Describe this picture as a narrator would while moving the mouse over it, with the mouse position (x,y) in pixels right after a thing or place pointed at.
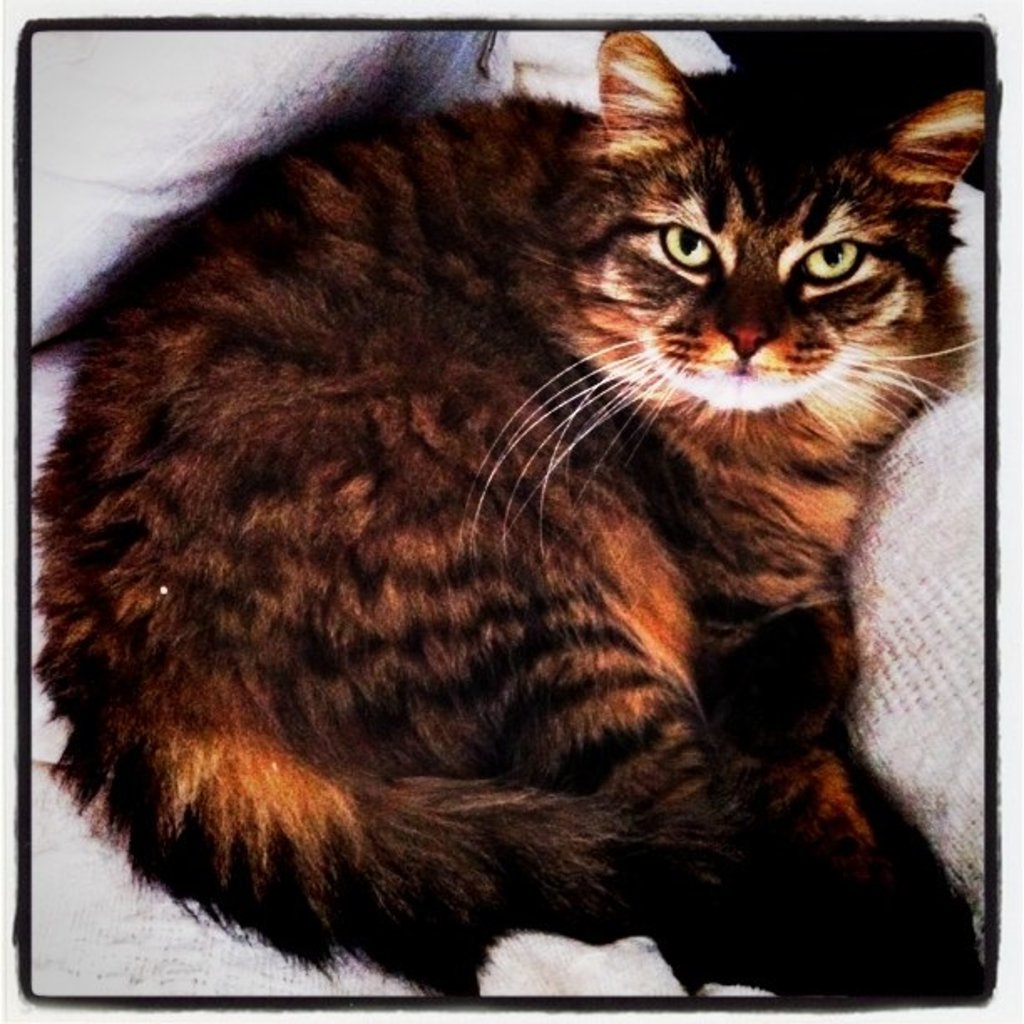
This is an edited image. We can see a cat (279,452) lying on an object (102,224).
